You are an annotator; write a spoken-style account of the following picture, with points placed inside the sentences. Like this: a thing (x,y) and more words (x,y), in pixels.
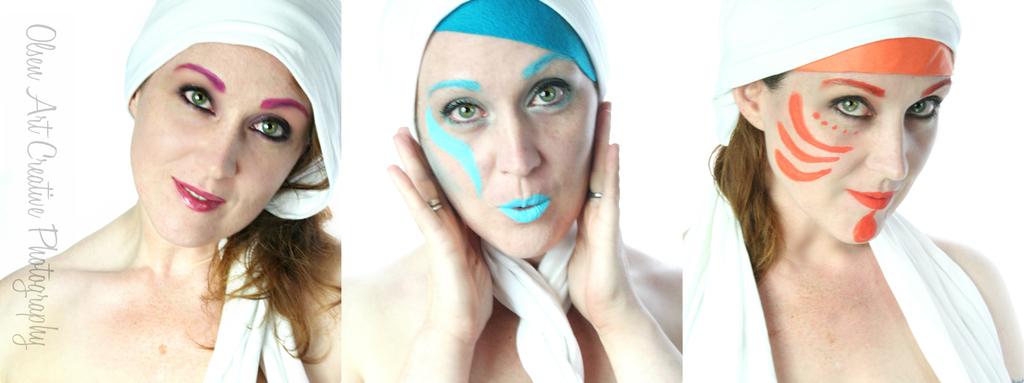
In the image a woman (302,66) is standing and smiling and it is a collage picture.
